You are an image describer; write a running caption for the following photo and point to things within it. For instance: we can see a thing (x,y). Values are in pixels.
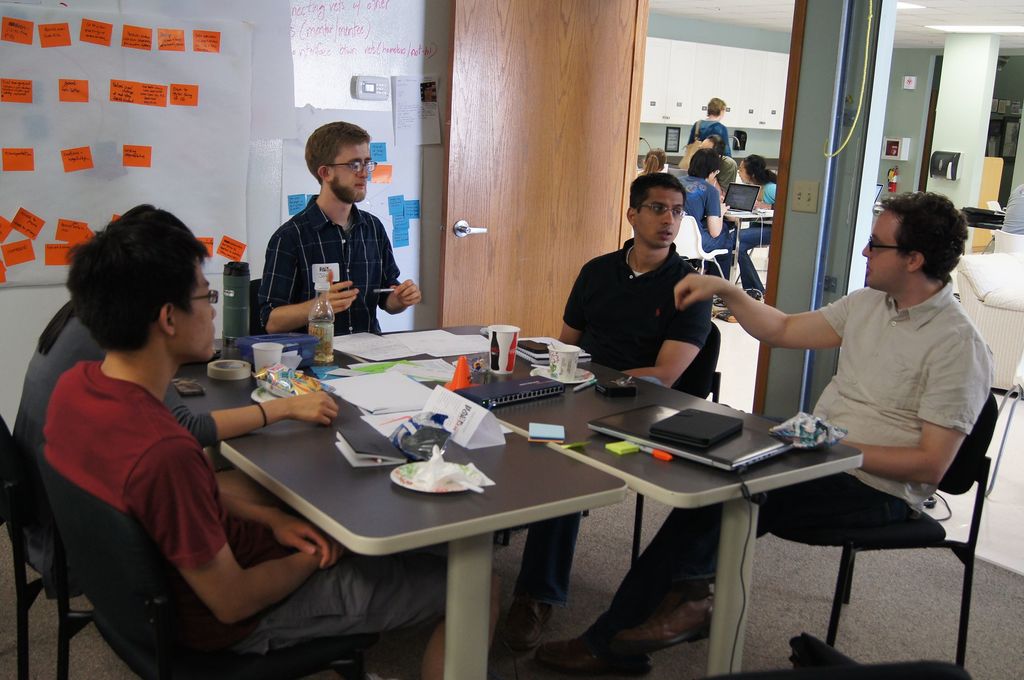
There are five persons (117,280) sitting around the table (591,442). On the table (634,466) there are laptop (645,433), books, bottle (316,318), box (283,349), cups (257,364), tapes (235,373), saucer (587,372) and pen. And the person (799,325) in the front (875,273) wearing the white t shirt (880,298) is wearing a goggles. There is a door (570,138). Behind them there is wall (147,121). on the wall (142,93) there are some notices (426,139). And in the background (706,161) there are some other people (713,162) sitting there with laptop (736,201).
